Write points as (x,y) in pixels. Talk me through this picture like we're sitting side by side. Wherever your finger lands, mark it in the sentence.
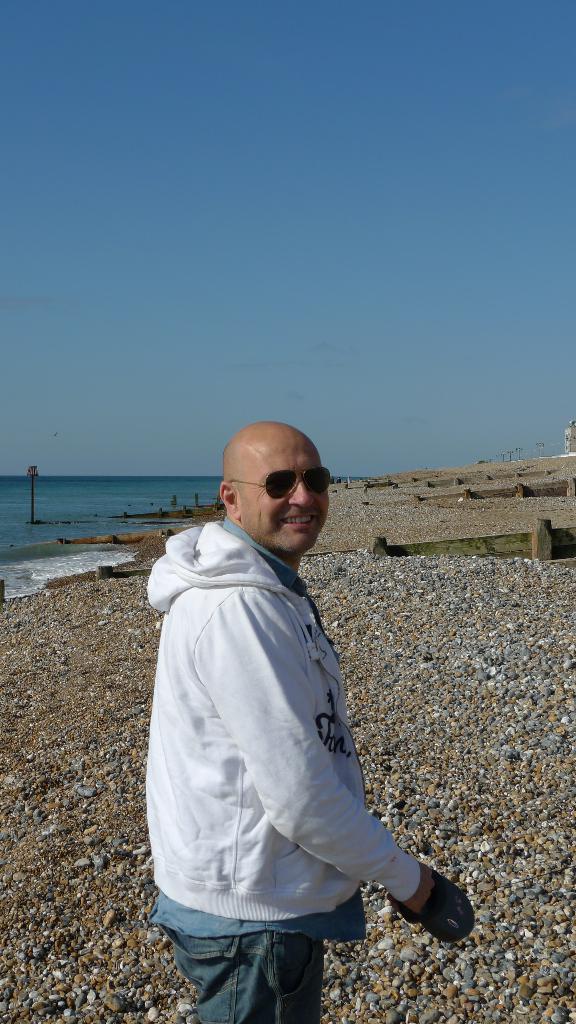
In this picture I can see a man (226,767) and he is wearing sunglasses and holding something in his hand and I can see water (23,510) and many stones (430,668) on the ground (425,762) and I can see blue sky (173,303).
